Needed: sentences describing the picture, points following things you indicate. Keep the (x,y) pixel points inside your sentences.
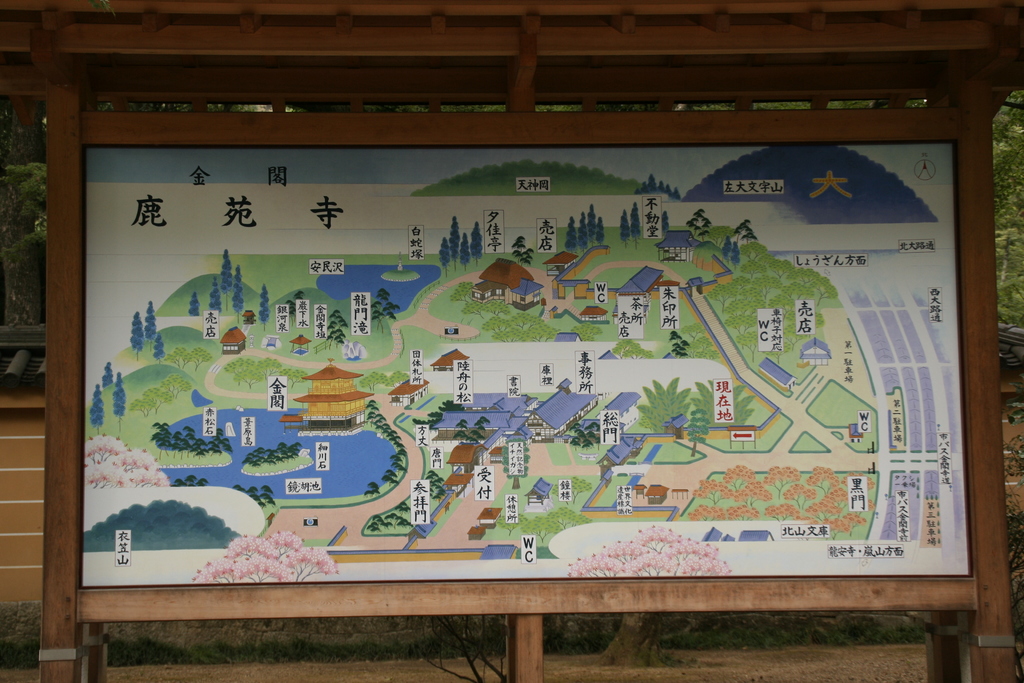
In this image, we can see the photo of a map (157,189).
